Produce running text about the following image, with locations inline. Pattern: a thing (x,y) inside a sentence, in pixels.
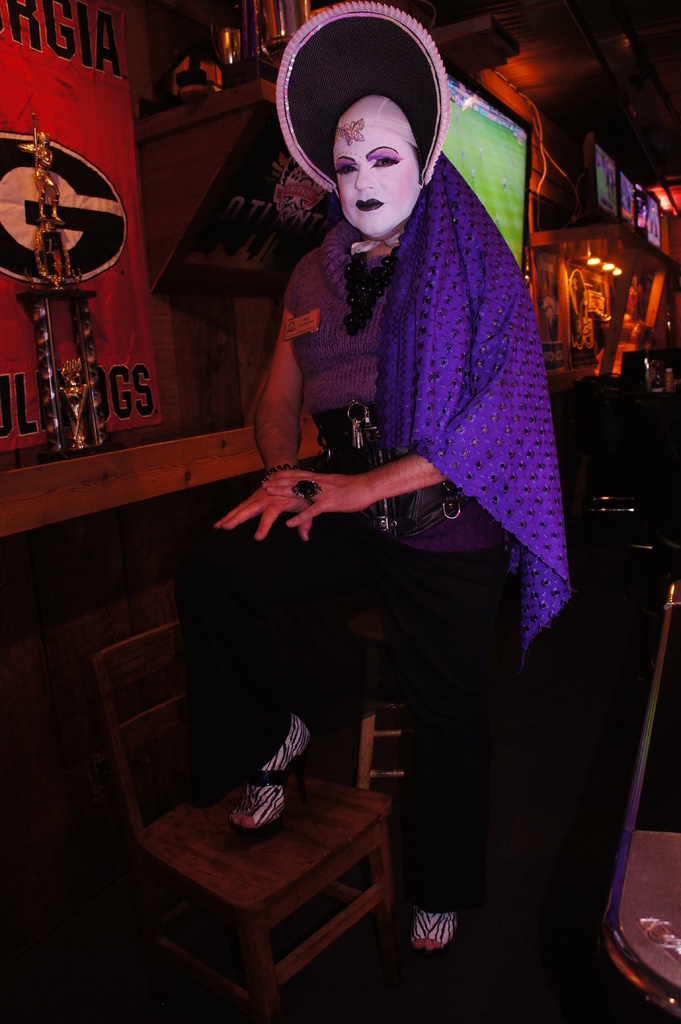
In this picture we can see a person (340,95) wore a costume (364,445), chair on the floor (283,1004), poster (65,111), statue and at the back of this person (394,441) we can see screens (506,180), lights (607,263) and some objects (593,336).
